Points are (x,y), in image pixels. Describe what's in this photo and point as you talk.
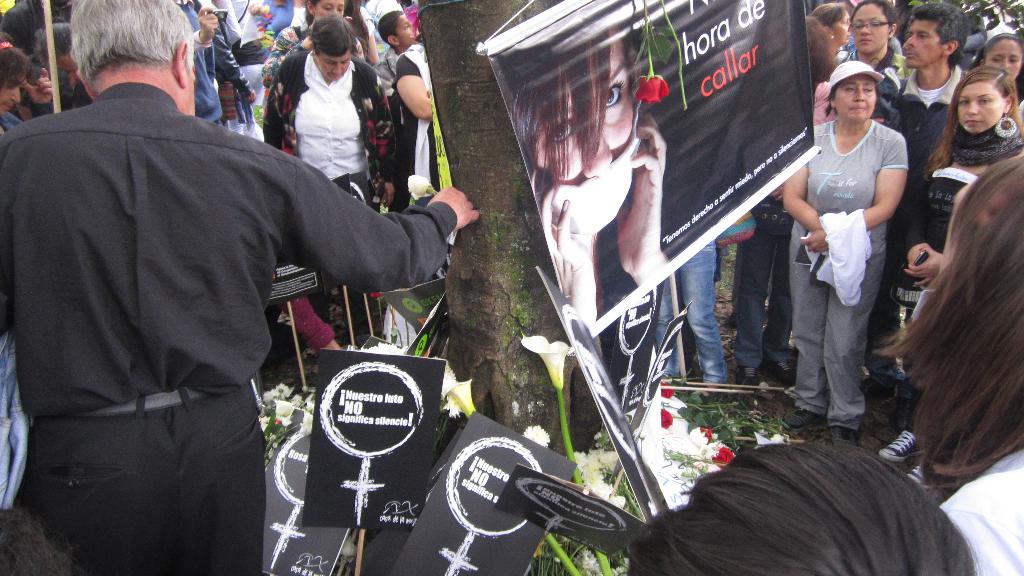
This image is taken outdoors. In the background (390,62) many people (911,169) are standing on the ground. In the middle of the image (459,271) there is a tree (474,34) and there are a few placards (367,492) and flowers (572,450) on the ground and there is a banner (736,47) with a text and a picture (642,178) on it. On the left side of the image (115,198) a man (121,186) is standing on the ground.
